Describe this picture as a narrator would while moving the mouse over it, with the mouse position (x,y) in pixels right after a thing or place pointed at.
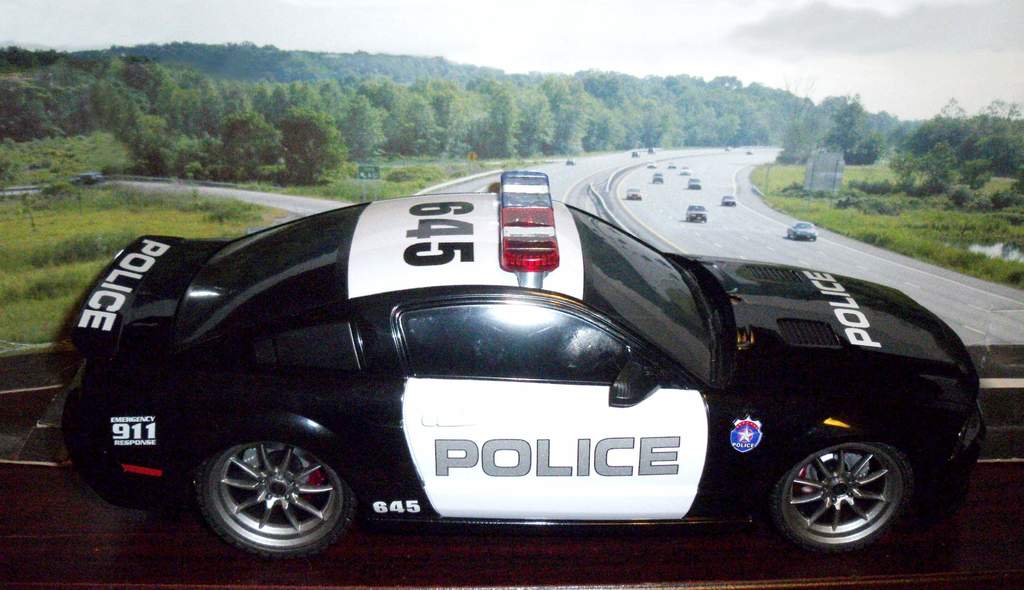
In the picture we can see a police car (911,424) which is black in color on a wooden surface (243,566) and on the car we can see a number 645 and siren light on it and behind the car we can see a road (1022,339) with vehicles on it and on the either sides of the road (1007,304) we can see a grass surface (13,157) with plants (905,178) and trees (49,111) and in the background (721,112) we can see a hill (308,62) with trees (176,85) and behind it we can see a sky (613,59) with clouds (662,58).
